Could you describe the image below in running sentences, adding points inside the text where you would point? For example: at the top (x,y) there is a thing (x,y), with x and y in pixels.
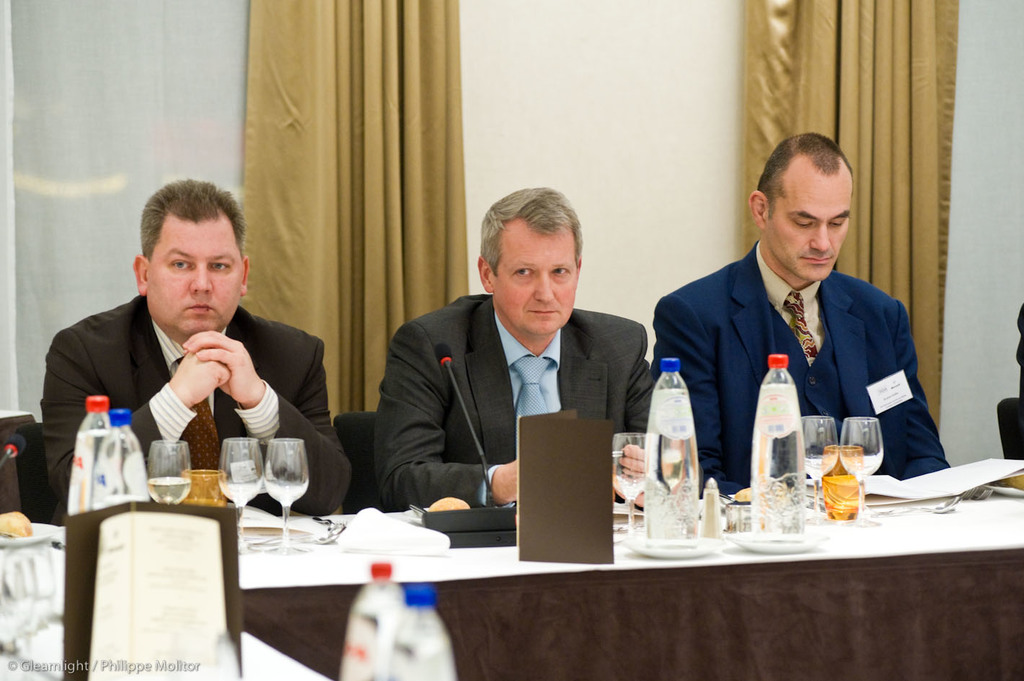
In the center of the image (400,437) we can see a group of people (261,337). In the foreground (209,499) we can see group of glasses (242,494), cards (225,523), bottles (686,528), papers (268,523) and a microphone (484,465) placed on the table (752,580). In the bottom left corner of the image (140,667) we can see some text (59,663). In the background (905,117), we can see the curtains (773,68).
